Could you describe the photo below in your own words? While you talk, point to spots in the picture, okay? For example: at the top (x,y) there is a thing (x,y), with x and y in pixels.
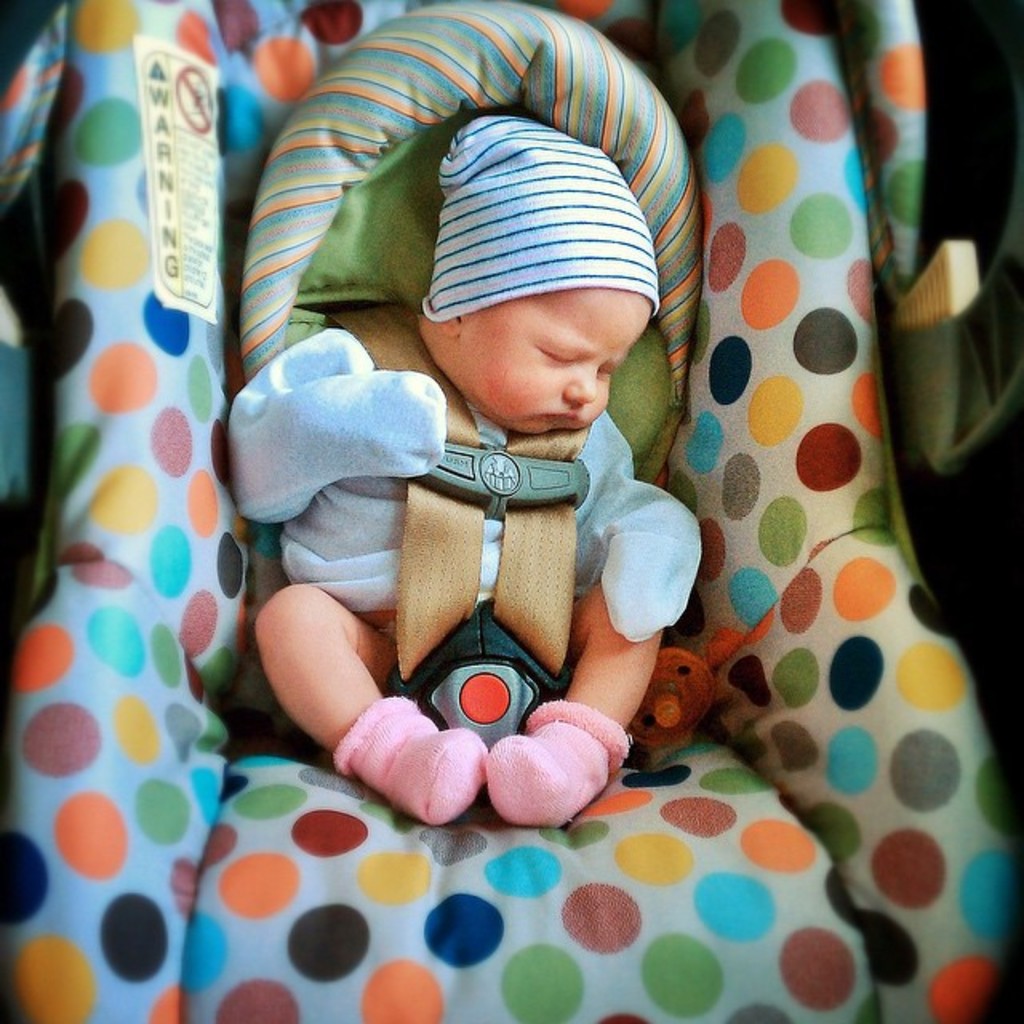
A cute little baby (564,192) is sleeping in the baby cloth (689,847), this baby (571,357) wore cap (629,215), socks (615,740).
